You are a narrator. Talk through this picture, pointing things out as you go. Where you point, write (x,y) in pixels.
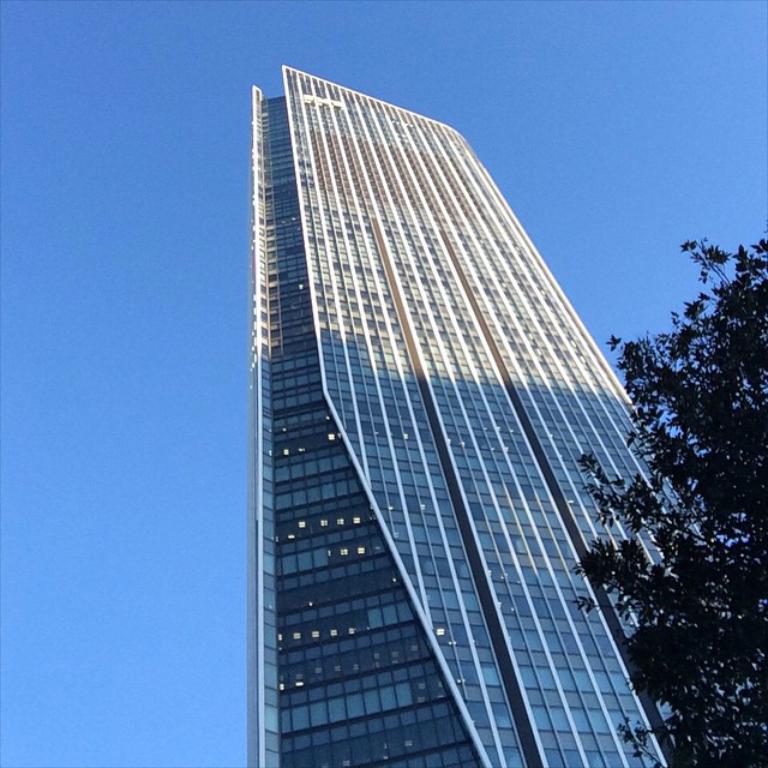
In this image we can see a building (419,376) and lights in it. We can also see the sky (673,204), on the right side (712,393) there is a tree (643,392).
